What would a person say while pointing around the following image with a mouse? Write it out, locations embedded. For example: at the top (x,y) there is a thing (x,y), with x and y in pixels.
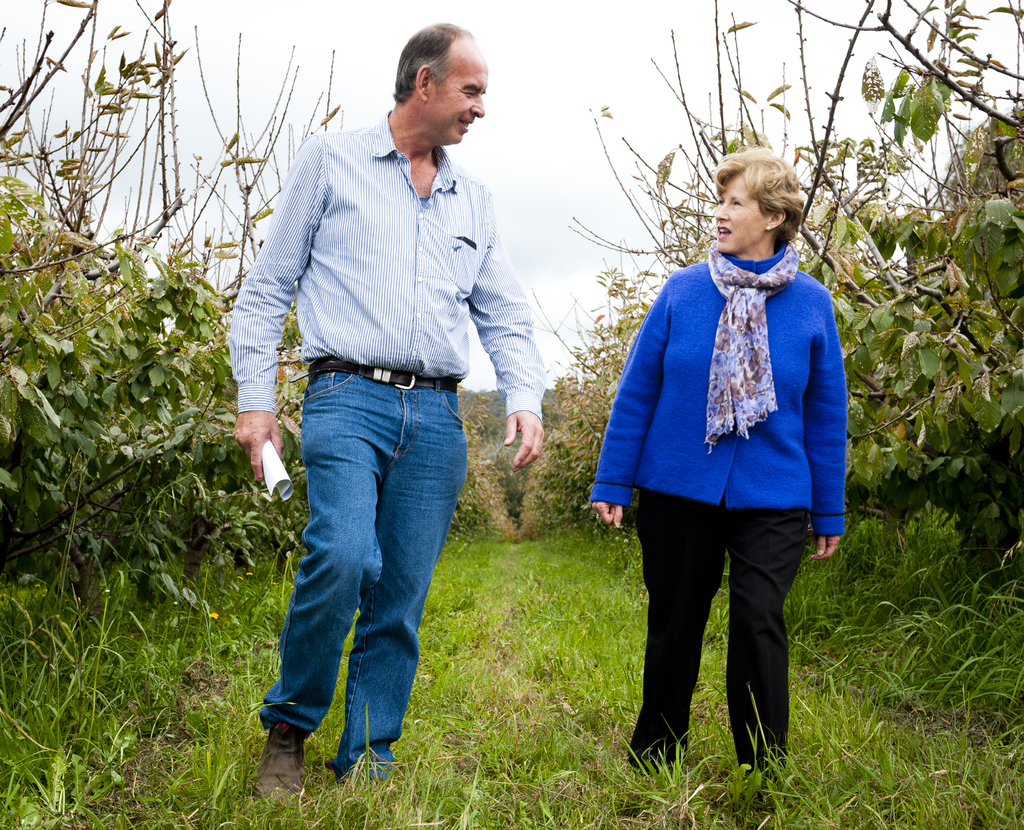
In this image we can see two people (686,602) standing on the grass (520,732). To the both sides of the image there are plants (4,204). In the background of the image (507,57) there is sky (517,179).
